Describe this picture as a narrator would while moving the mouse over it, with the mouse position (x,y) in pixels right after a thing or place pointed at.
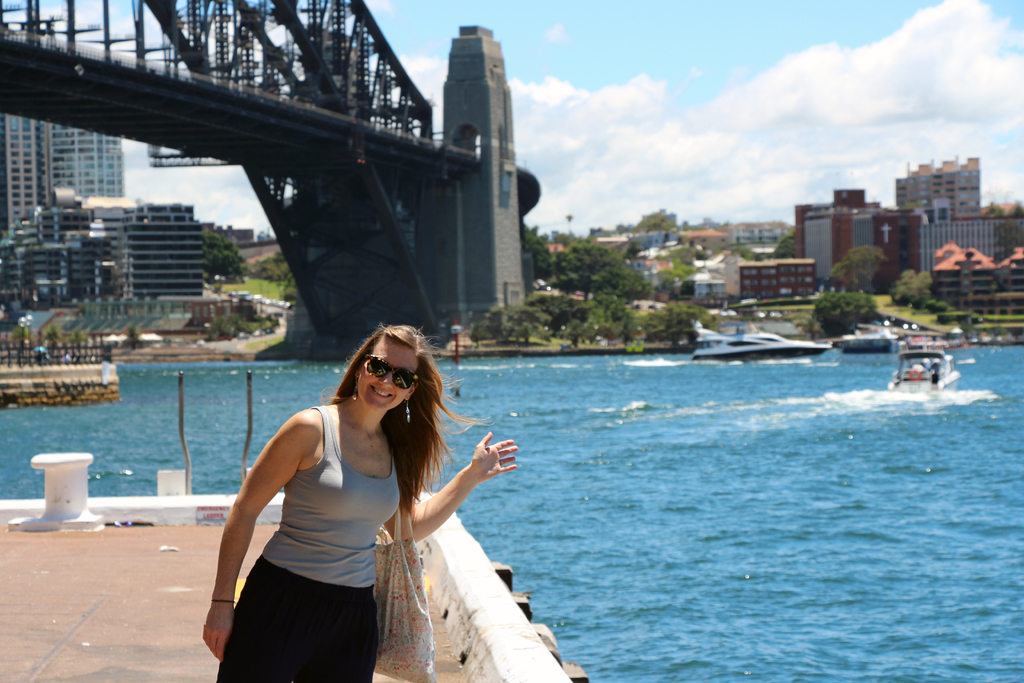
In this image there is a woman (355,413) wearing glasses (418,377). To the right of the woman (374,608) there is water (802,456). Image also consists of many buildings (102,264), boats (889,345), trees (836,318). There is also a bridge (272,137), fence (90,360) in this image. Sky (669,102) is visible at the top (857,87) with clouds (631,125).
